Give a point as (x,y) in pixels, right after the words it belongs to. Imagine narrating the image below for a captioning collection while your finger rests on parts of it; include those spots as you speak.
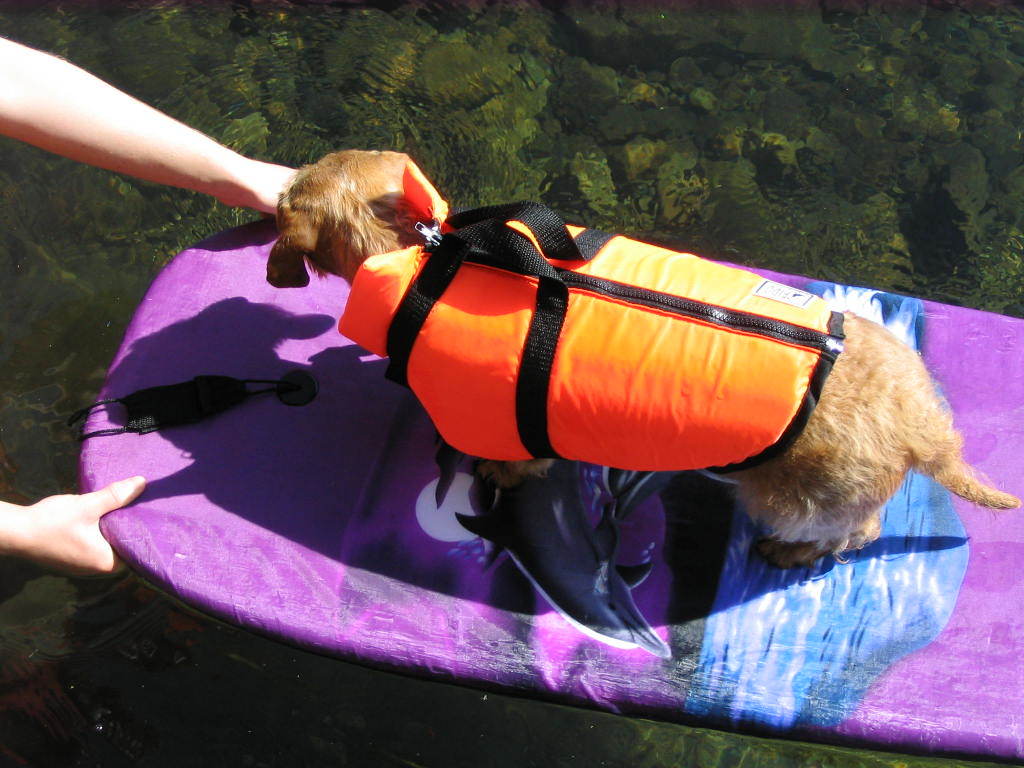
In the center of the image (652,493) we can see human hands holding one flat object (265,569). On the flat object (478,566), we can see one dog (616,441). And we can see the dog (595,411) is wearing a jacket (586,363). In the background (691,105), we can see water (618,92) and stones (751,97) in the water (713,189).
